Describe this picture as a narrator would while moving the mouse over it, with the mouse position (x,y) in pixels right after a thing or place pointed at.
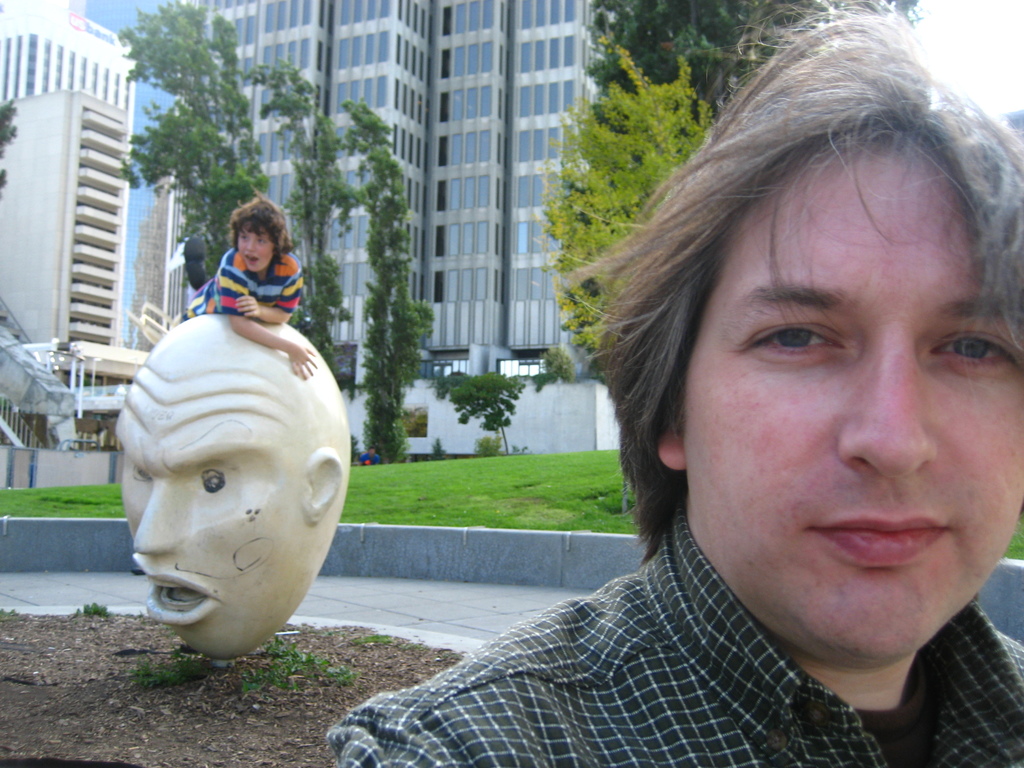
In this image in the foreground (718,473) there is one person (716,535), and in the background (201,502) there is a statue (236,359) and one boy (210,304), sand (55,721), grass (383,515), trees (470,385), plants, buildings (20,37) and some other objects (29,372).
